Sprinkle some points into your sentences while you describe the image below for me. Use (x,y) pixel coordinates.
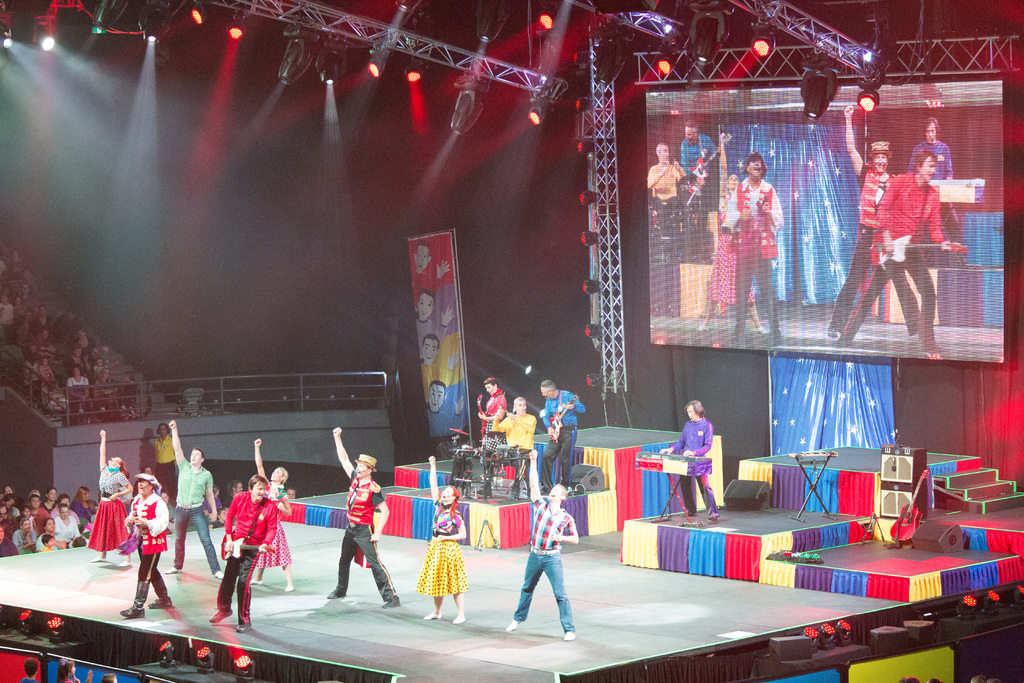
In the picture we can see a stage (616,602) on it, we can see some people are dancing and behind it, we can see some people (501,403) are playing a musical instrument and behind them, we can see a screen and images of the people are dancing on it and to the ceiling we can see the rods (606,368) and focus lights (602,380) on it and under it we can see some people (127,402) are sitting on the chairs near the railing (242,380).
